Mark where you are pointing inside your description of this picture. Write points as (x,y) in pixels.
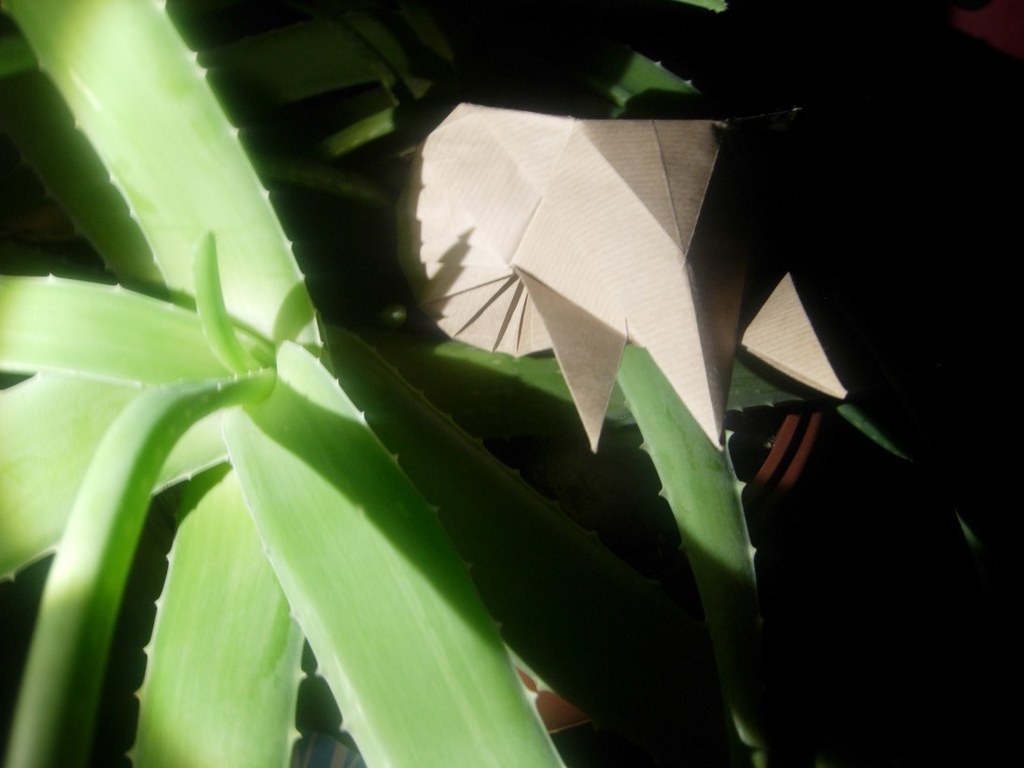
In this picture I can see a plant (249,763) and an object (628,143) in the flower pot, and there is dark background (896,703).
